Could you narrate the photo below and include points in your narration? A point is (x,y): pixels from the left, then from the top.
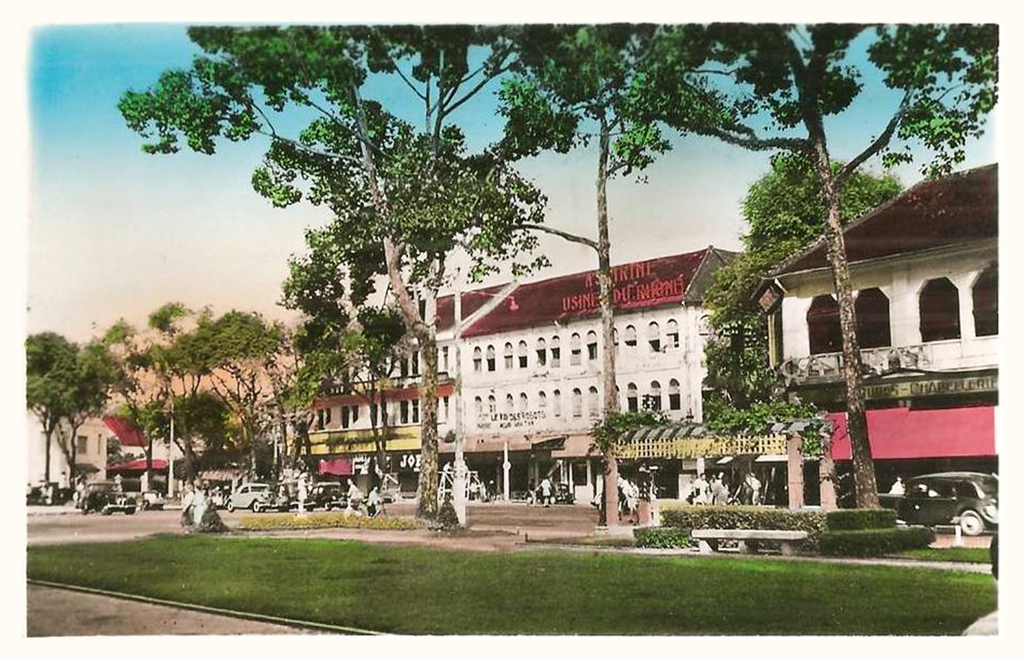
In this picture we can see people (200,507) and vehicles (240,491) on the road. We can also see many buildings (470,311), trees (381,48) and grass (327,571).
